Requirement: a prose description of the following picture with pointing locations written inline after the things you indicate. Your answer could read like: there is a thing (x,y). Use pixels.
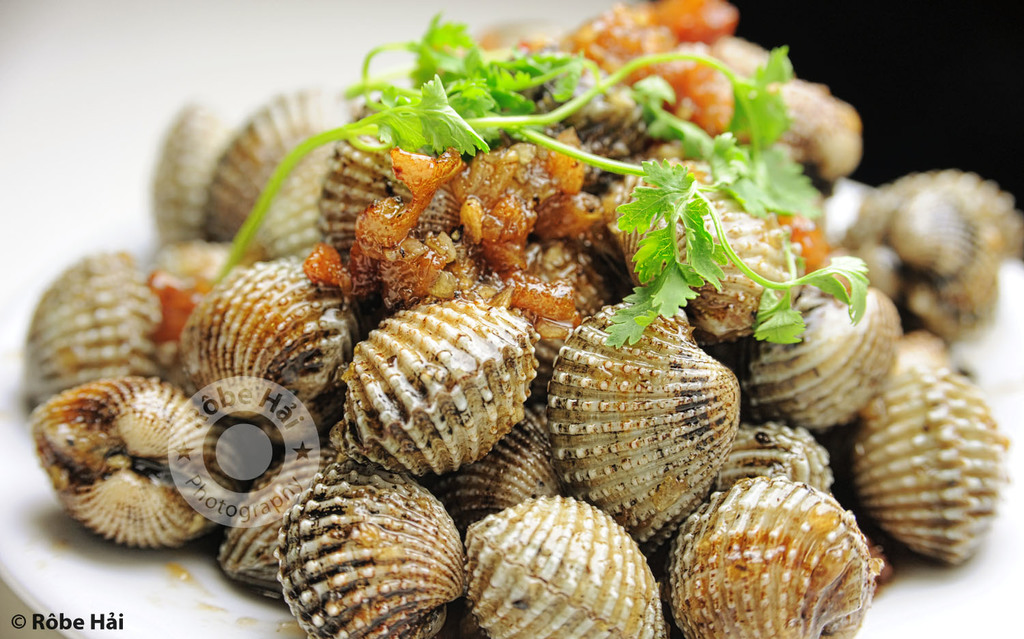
In this image we can see some food item (259,232) and we can see coriander leaves (383,94).
